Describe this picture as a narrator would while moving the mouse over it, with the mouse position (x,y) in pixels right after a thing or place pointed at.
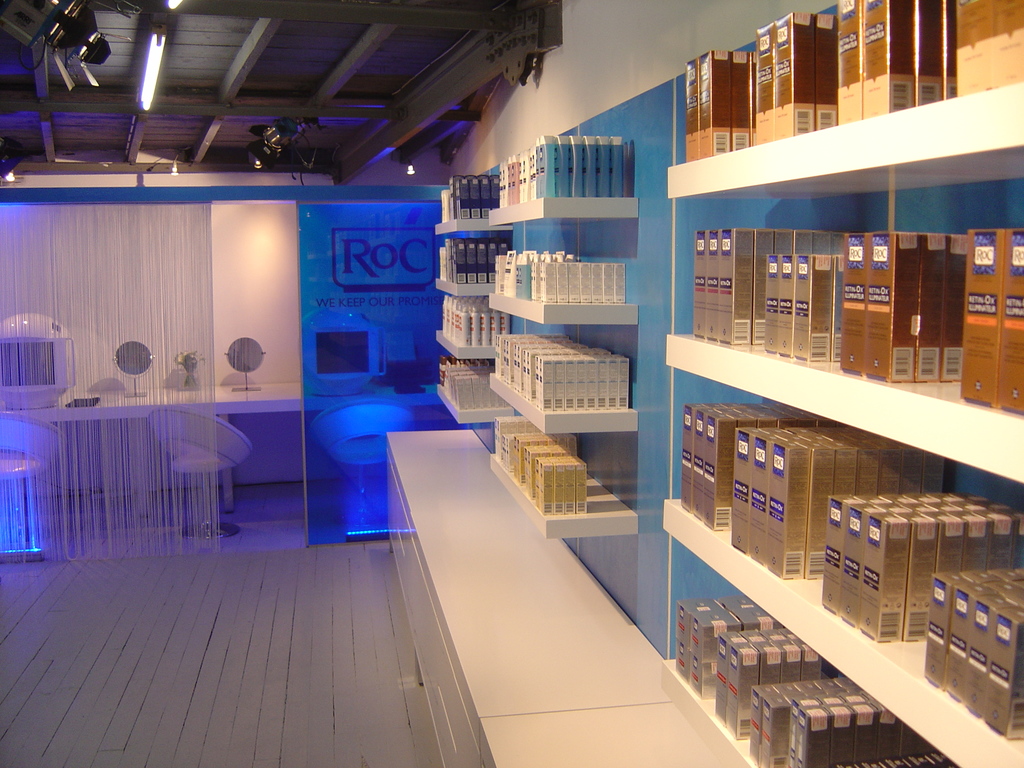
In this picture we can see some product boxes (779,53) are placed on the white rack (765,578). Behind we can see white chair (182,444) and some mirror (242,369) on the table (205,388). On the top (124,105) we can see a metal frame (416,87) and spot lights (295,125) on the ceiling (334,49).
